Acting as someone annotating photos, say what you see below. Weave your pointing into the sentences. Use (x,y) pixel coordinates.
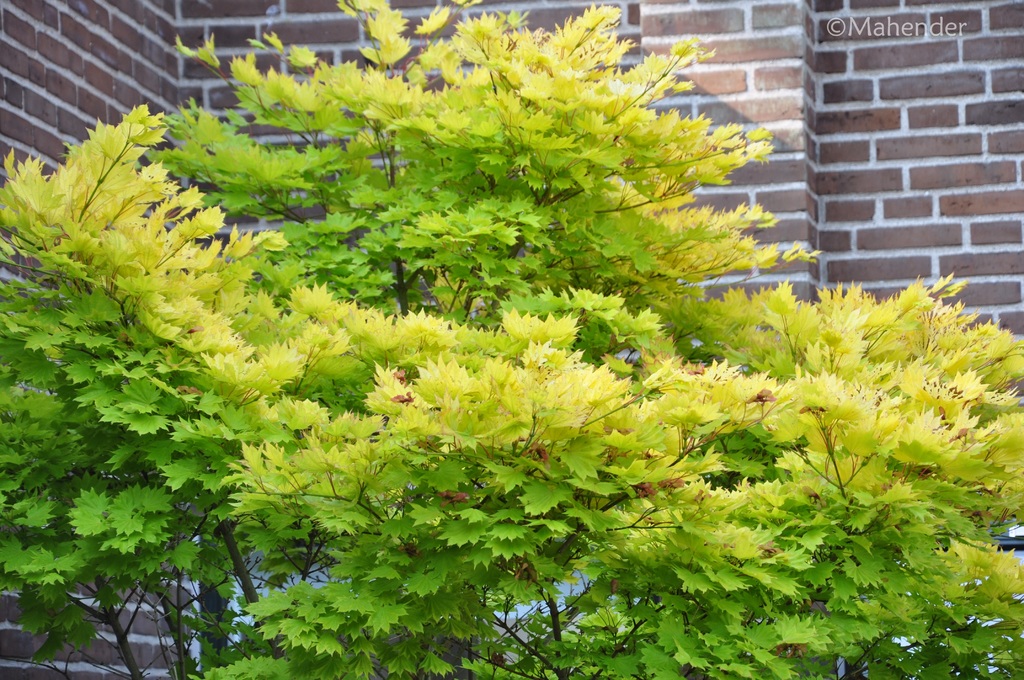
In the image we can see there is a tree (479,417) and there are leaves (395,364) on the tree (444,202). Behind there is a wall (954,131) of the building (710,102) and the wall (750,95) is made up of red bricks (947,177).
